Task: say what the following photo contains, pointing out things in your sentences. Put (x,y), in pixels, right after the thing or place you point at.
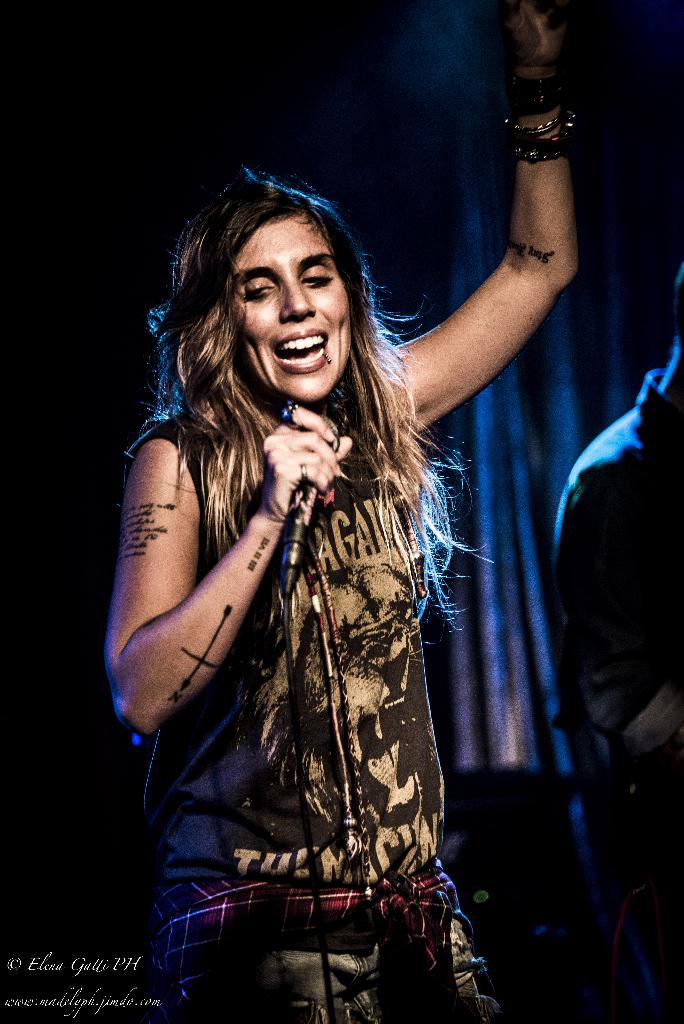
In this picture, there is a woman (249,655) standing, holding a microphone (295,582) in front of her. She is singing. In the background (598,724) there is another person (597,621) standing in the dark.
